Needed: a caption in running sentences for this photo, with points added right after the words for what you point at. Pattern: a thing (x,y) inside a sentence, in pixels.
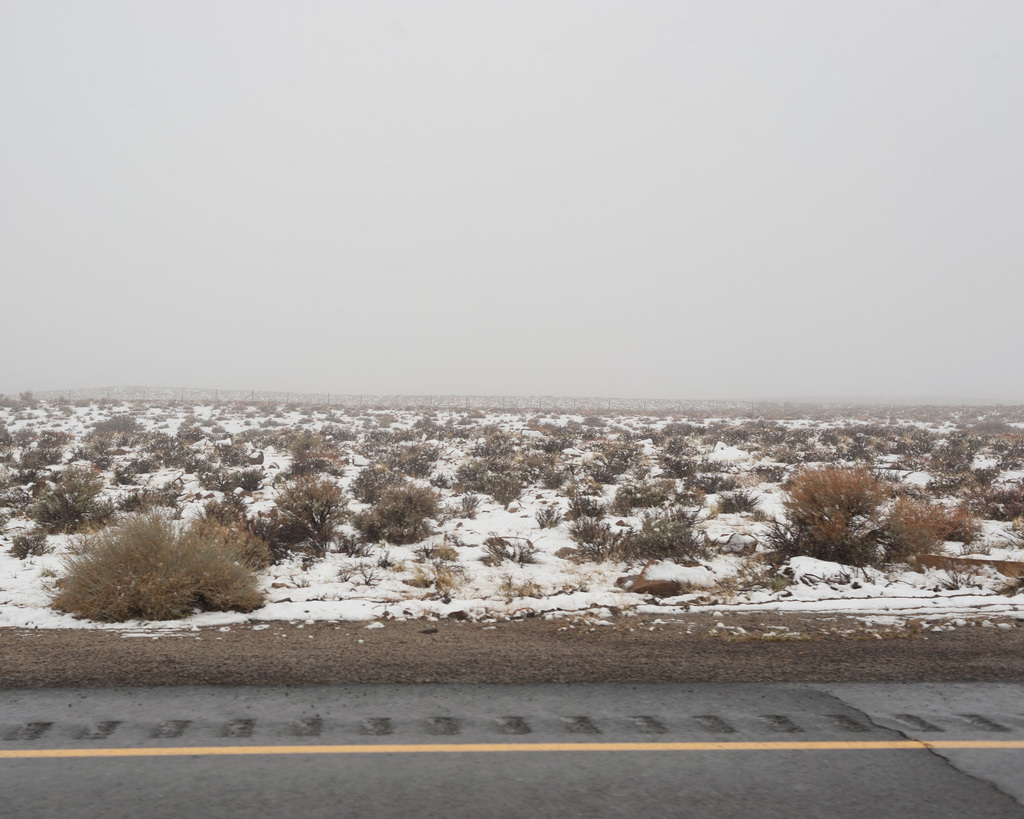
In this image I can see plants (244,533) and ice (564,568) on the ground (492,555). At the top (576,164) I can see the sky (349,238). This image is taken during a day.
